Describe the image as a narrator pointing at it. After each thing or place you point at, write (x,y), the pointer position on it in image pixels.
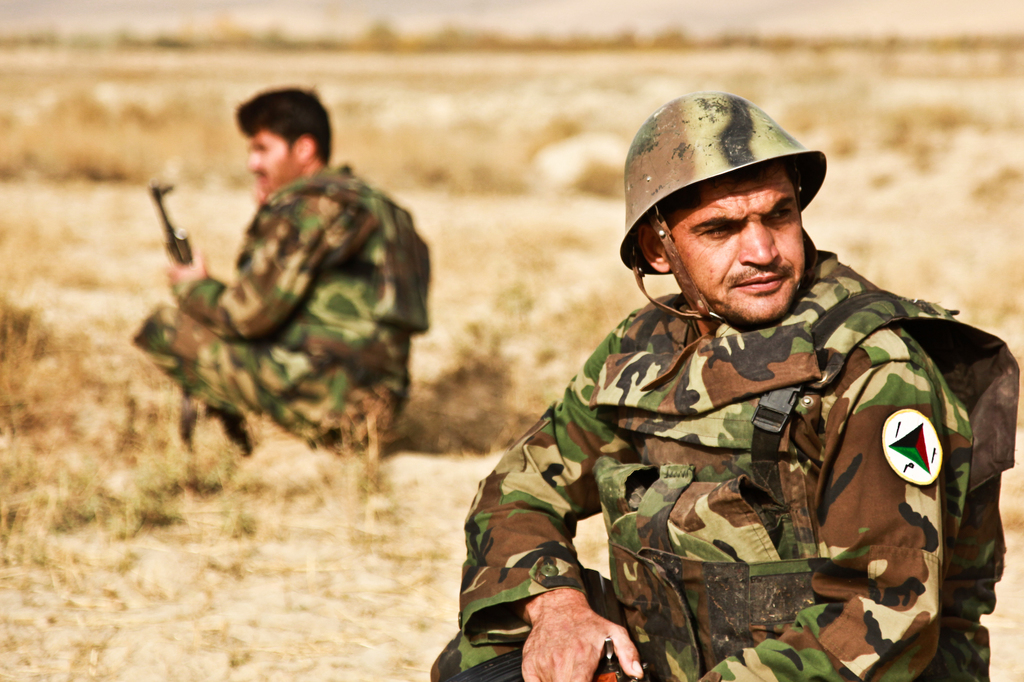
These two people (654,619) wore military dress (395,389) and holding guns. Background (483,426) it is blur.
